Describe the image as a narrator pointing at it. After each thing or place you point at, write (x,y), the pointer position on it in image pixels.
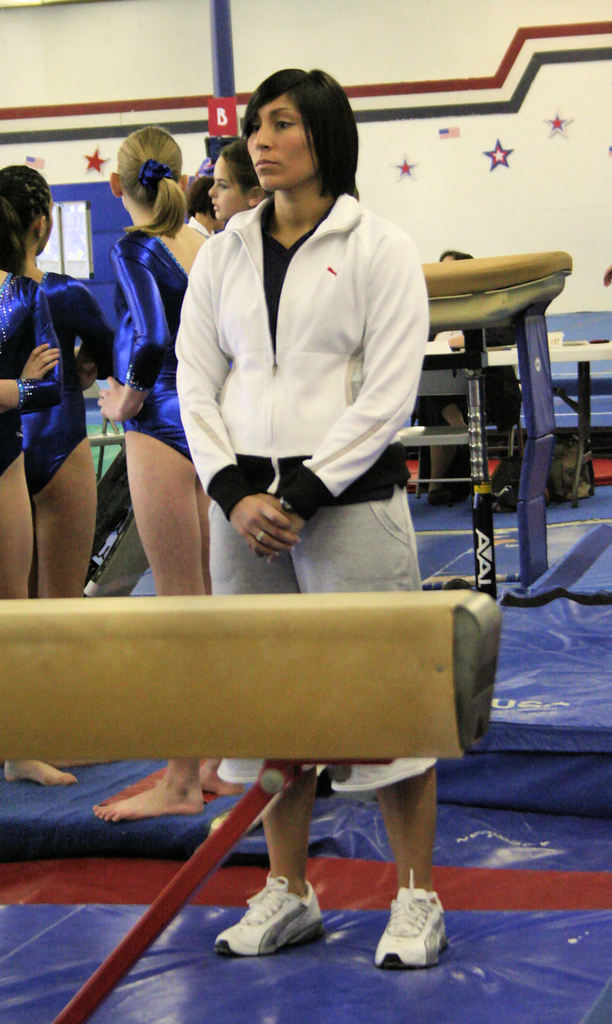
In the middle of this image (385,405), there is a woman (246,385) in a white color jacket (364,352) standing. In front of her, there is an object (338,726). In the background (526,696), there are other women (3,187), a pole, there are stickers (496,150) attached to a white wall (64,177) and other objects (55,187).
